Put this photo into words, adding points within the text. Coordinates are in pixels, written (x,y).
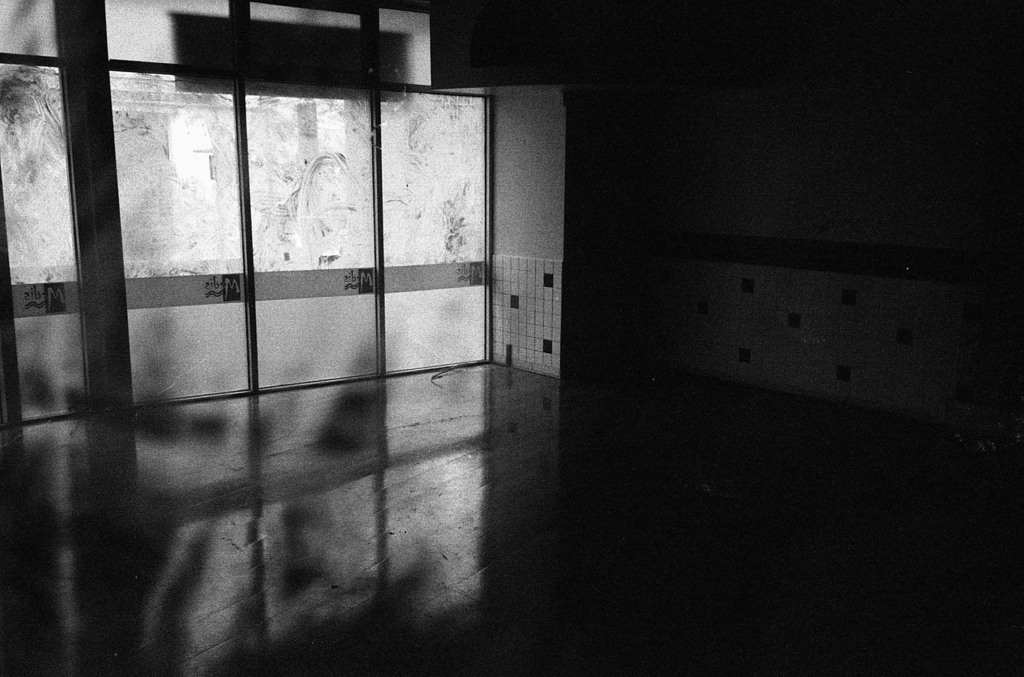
This is a black and white image, in this image there is a wall (437,0) and a glass doors (281,94).
